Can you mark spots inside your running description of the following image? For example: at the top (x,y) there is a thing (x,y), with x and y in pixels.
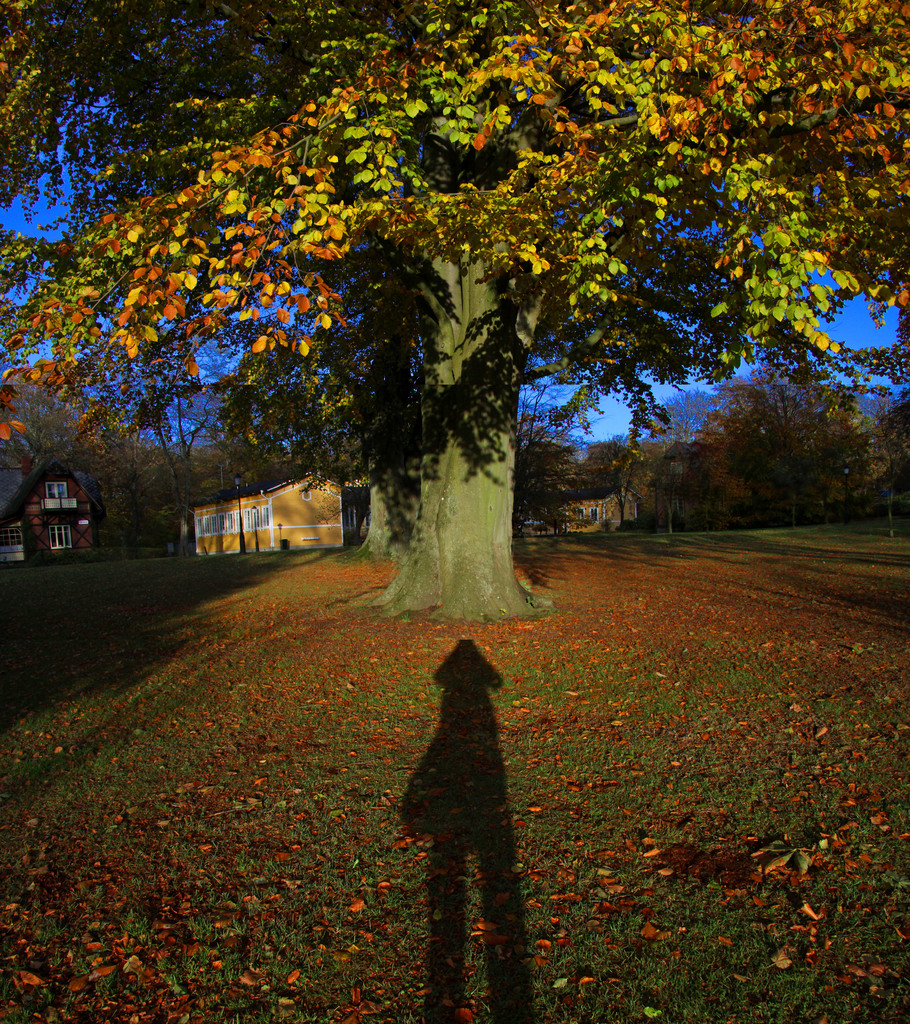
In the picture I can see the shadow (410,831) of an object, we can see dry leaves (556,986) on the ground (380,724), we can see trees (253,61), houses (609,501) and the blue color sky (43,204) in the background (43,189).
